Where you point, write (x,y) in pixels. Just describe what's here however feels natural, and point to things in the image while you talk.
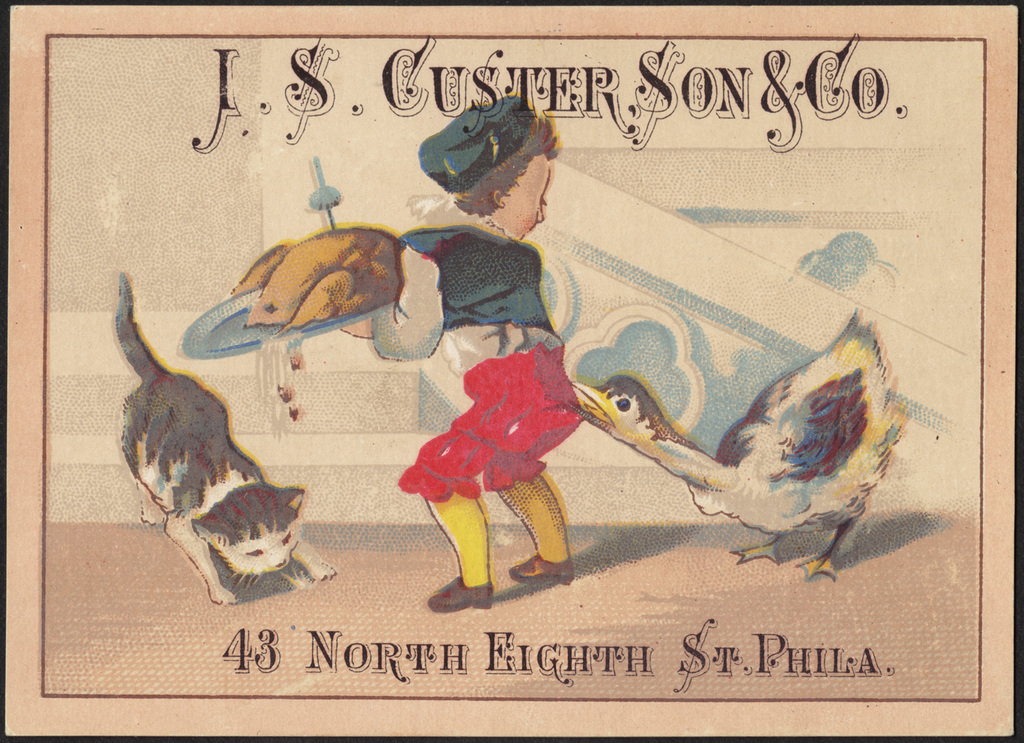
Here in this picture we can see a poster (411,207), on which we can see a boy (541,263) holding a plate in his hand (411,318) and we can also see a bird (772,442) and a cat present and we can also see some text (670,99) present.
